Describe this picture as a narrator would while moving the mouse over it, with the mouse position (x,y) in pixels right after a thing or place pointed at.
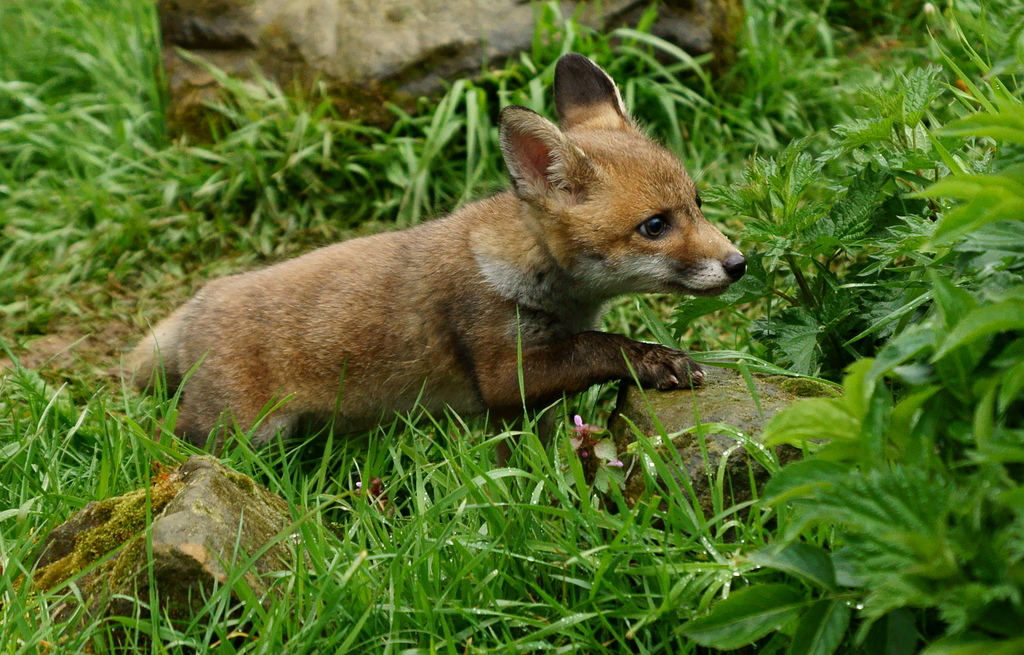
This picture shows red Fox (327,326). it is brown in color and we see grass (778,105) on the ground (51,16) and few rocks (241,44).
